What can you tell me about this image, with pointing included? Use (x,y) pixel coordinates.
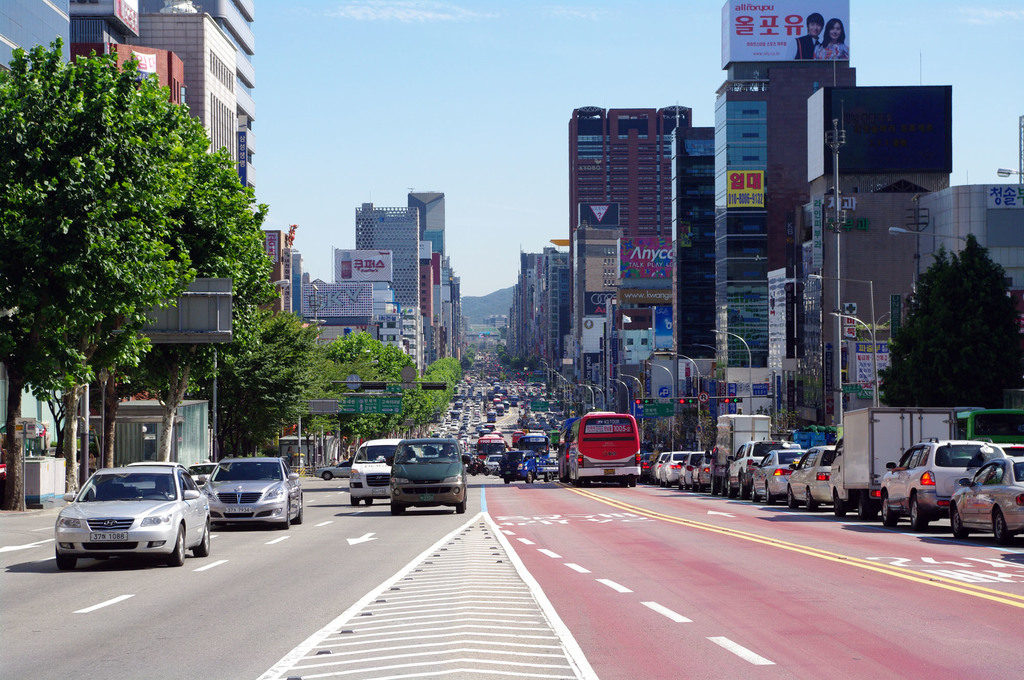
In this image there are few buildings (997,250), few vehicles (762,474) on the road (600,631), few road marks (545,516) on the road (472,373), traffic signals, street lights (671,377), trees (681,425) and the sky (484,83).
